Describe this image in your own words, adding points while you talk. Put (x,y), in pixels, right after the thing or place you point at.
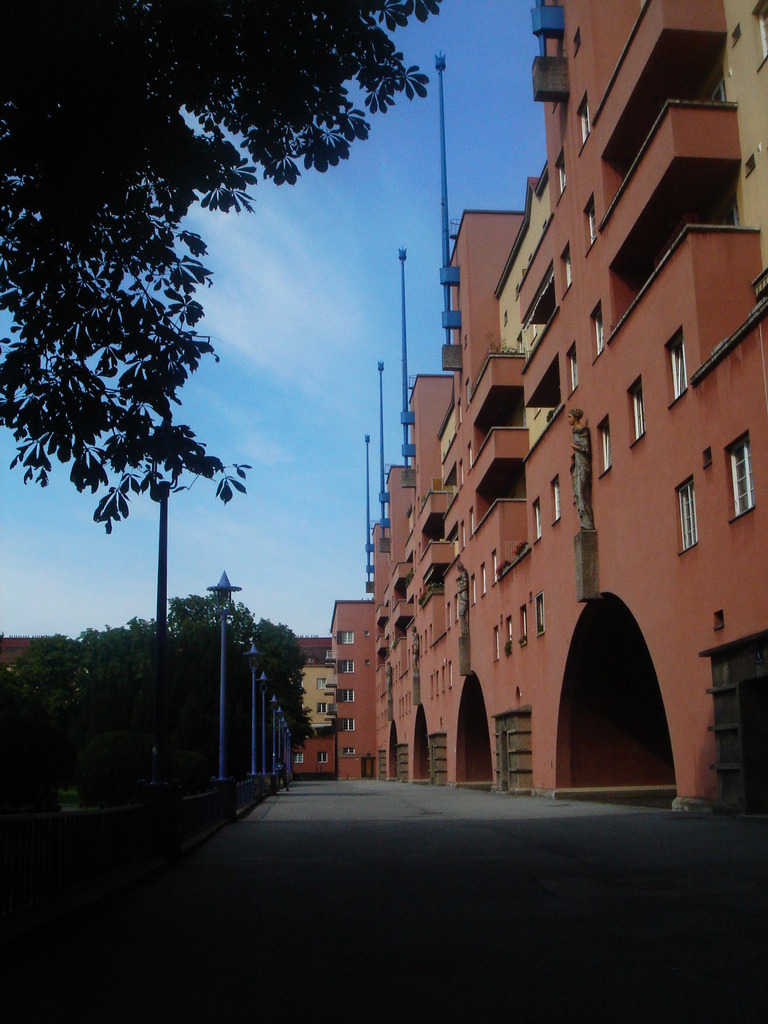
In this image, we can see buildings (381,616), trees (62,699) and poles (160,666). At the top (234,310), there is sky (234,315) and at the bottom (295,875), there is a road (227,861).
